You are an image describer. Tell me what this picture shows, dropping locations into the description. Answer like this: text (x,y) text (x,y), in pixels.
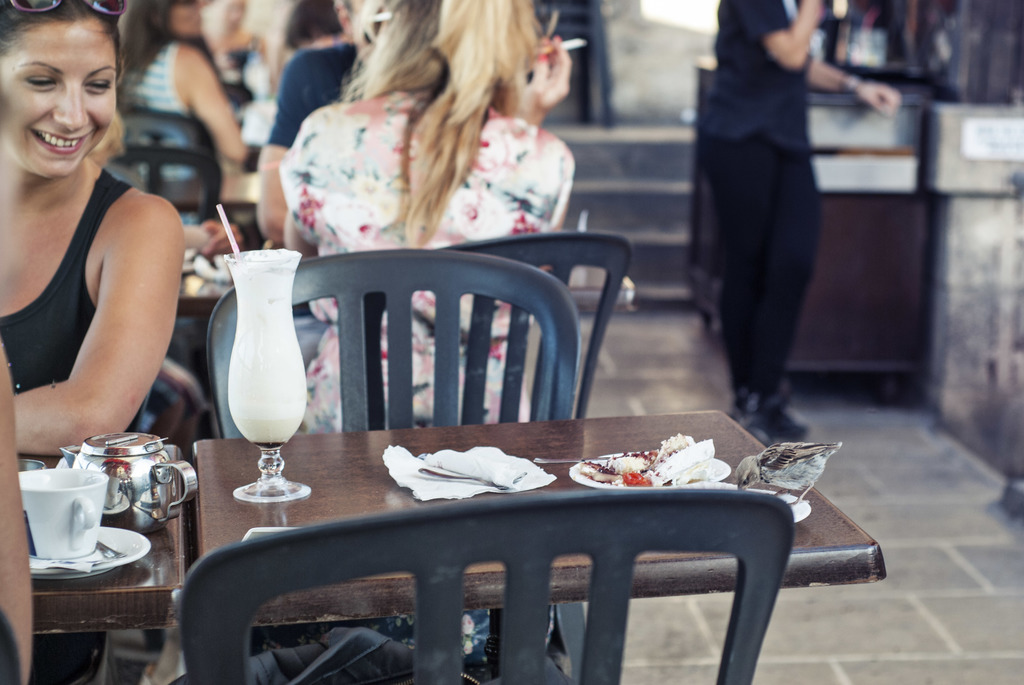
This picture taken in a restaurant (481,260), there are a group of people (229,124) who are sitting on a chairs (446,334). There is a women (52,328) who is in black dress (54,304) in front of the people (79,337) there is a table (238,472) on the table (228,480) there is a white cup (84,513), saucer (114,535), tissue (419,474), spoon (440,473) and a glass (270,380).
